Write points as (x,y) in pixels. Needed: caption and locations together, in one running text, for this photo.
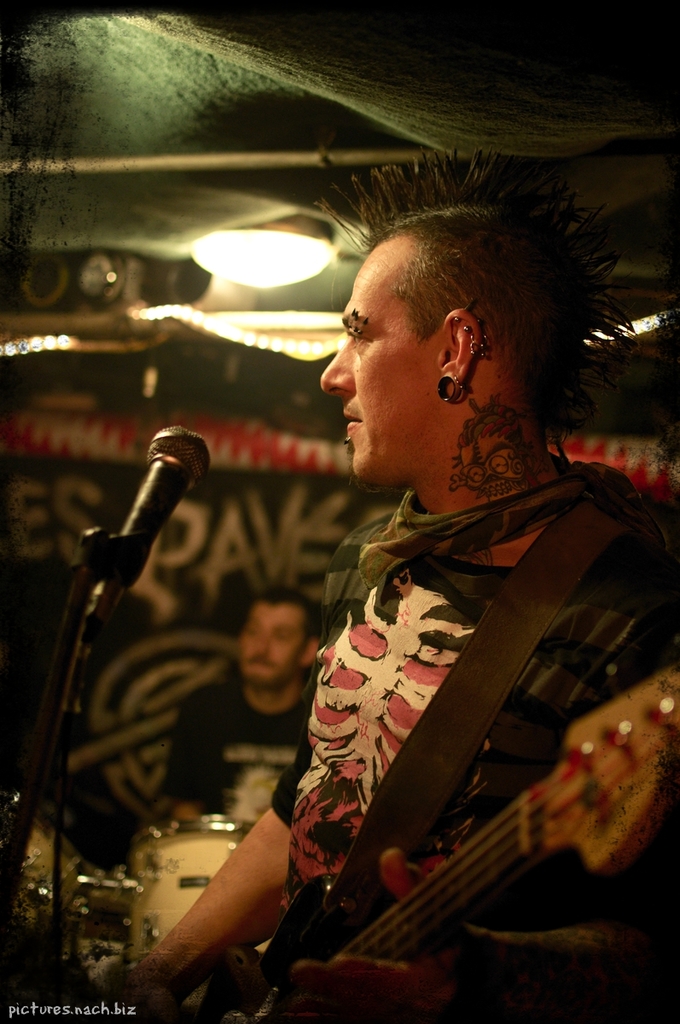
In this picture we can see a Man (392,560) Standing and holding a guitar (647,792) in front of the person (419,451) there is a microphone (163,447) and back side one person (271,681) is sitting and he is playing drums (192,877) and top we can see a light (265,257).
